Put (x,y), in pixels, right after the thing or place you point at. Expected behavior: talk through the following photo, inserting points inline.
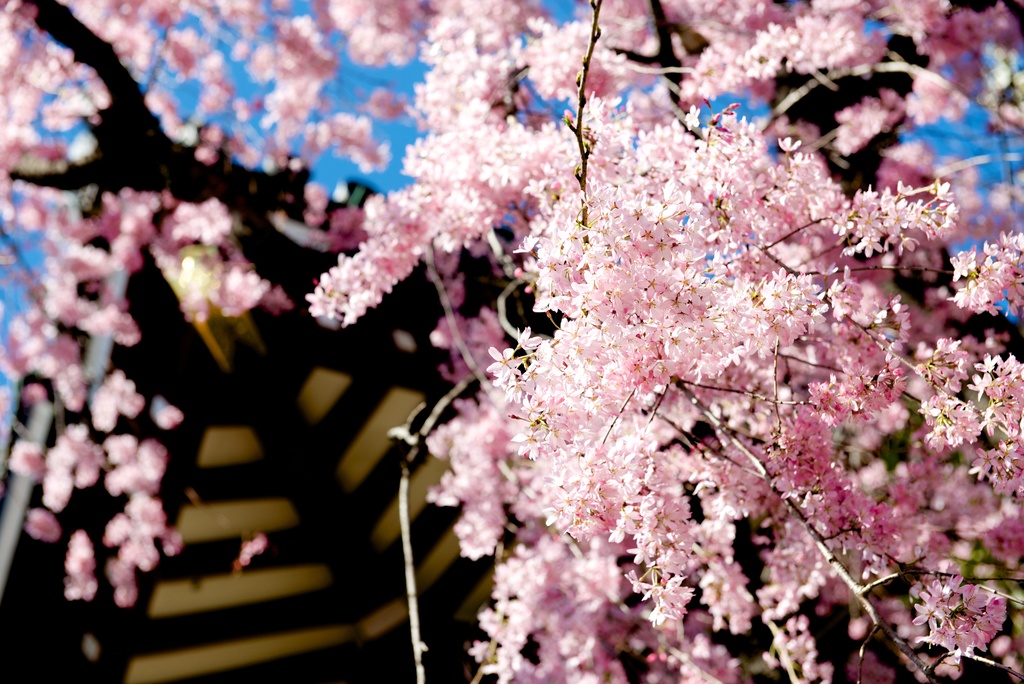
In this image we can see flowers (586,494) and sky (363,174).
